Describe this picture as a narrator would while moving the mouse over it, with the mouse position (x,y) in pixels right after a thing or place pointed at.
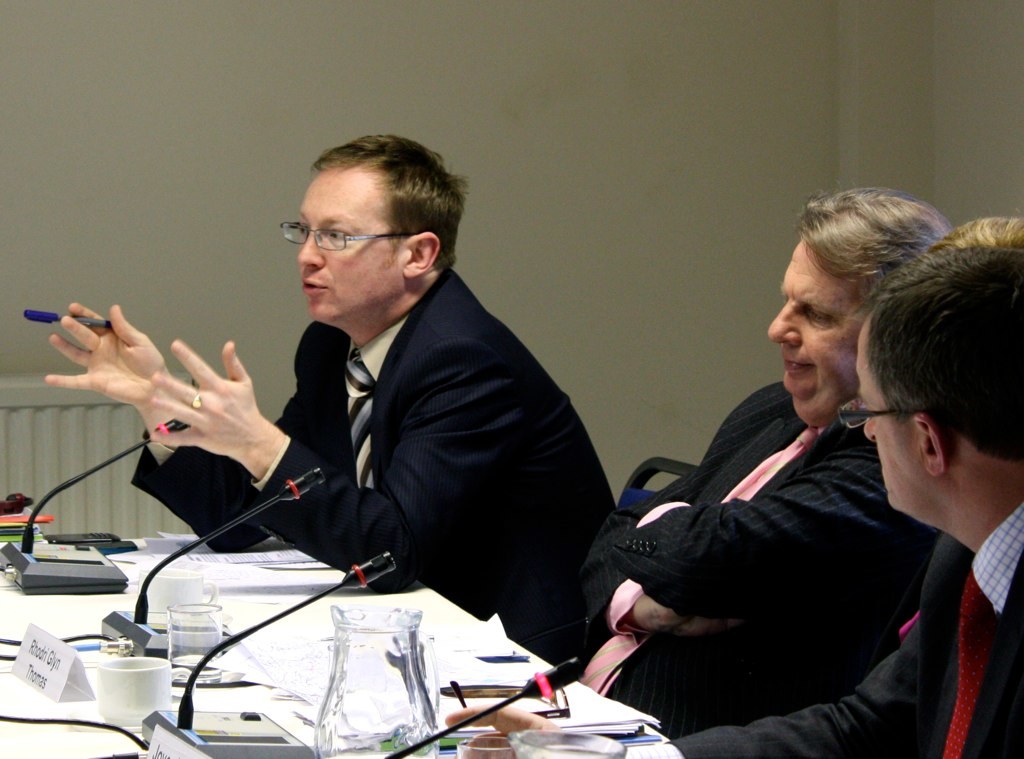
In this image I can see three people (625,542) sitting in-front of the table (547,675). These people (612,578) are wearing the blazers (631,554). On the table (171,703) I can see the, mics (195,734), glasses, cups (136,672), papers (259,671) and boards (90,698). One person (87,314) is holding the pen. And I can see the wall (649,149) in the back (740,205).
